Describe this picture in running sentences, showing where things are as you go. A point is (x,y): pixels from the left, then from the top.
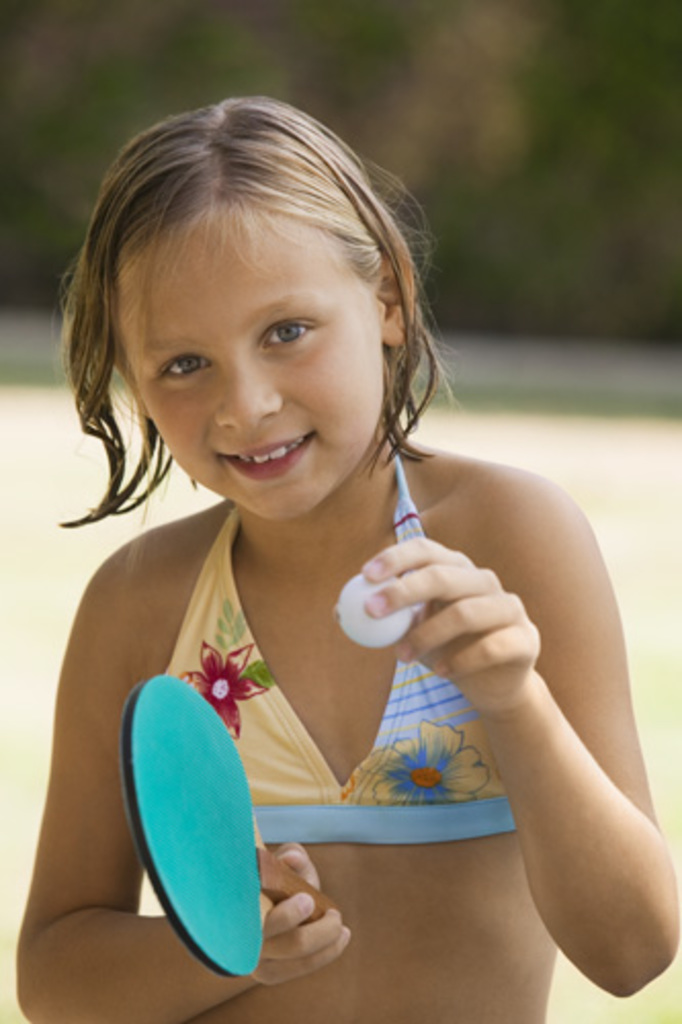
In this picture we can see a girl (328,945) holding a tennis bat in one hand (289,938) and a ball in another hand (415,597).
